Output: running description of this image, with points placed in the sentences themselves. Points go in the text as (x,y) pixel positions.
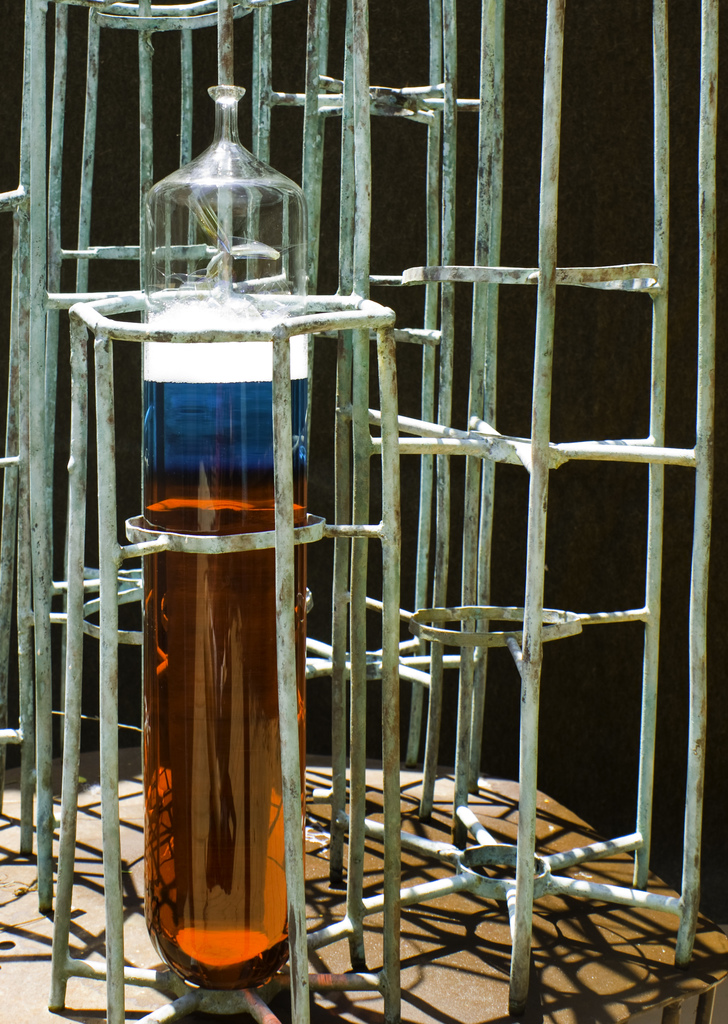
As we can see in the image there is a metal rack (449,135) and liquid (176,477) in glass (158,560).
